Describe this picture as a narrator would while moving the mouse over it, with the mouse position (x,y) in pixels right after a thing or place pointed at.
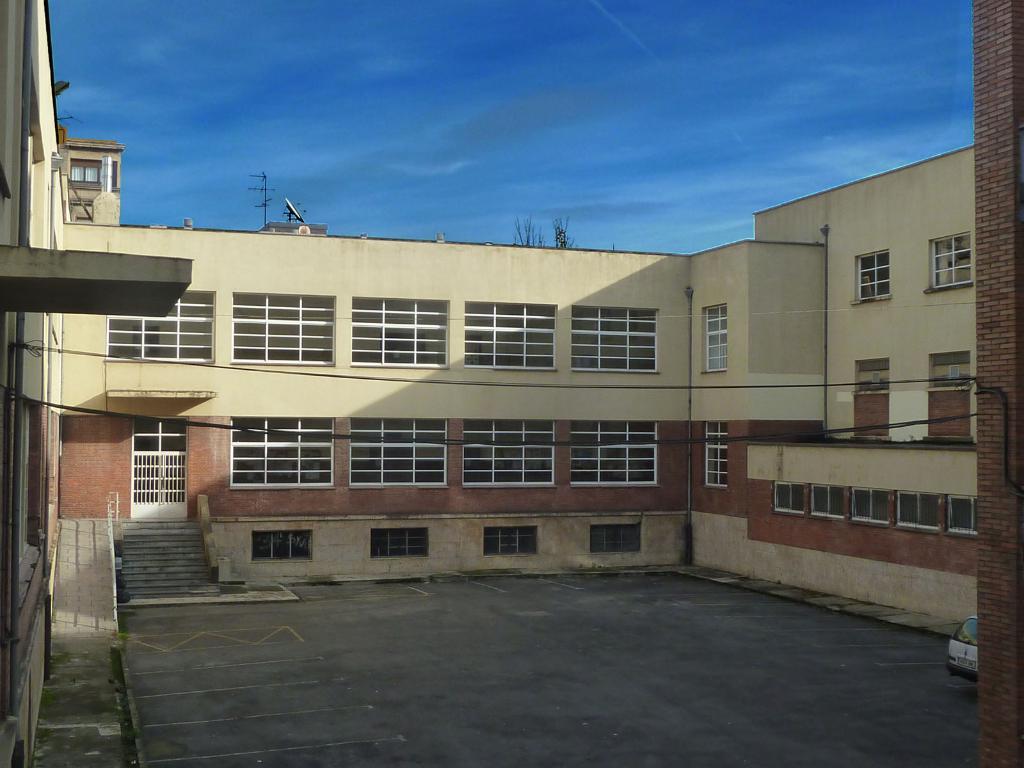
In this image I can see on the right side (948,649) it looks like a vehicle (971,626), in the middle (612,405) there is a building (469,433) with glass windows (400,463). At the top (575,122) there is the sky (575,122).
